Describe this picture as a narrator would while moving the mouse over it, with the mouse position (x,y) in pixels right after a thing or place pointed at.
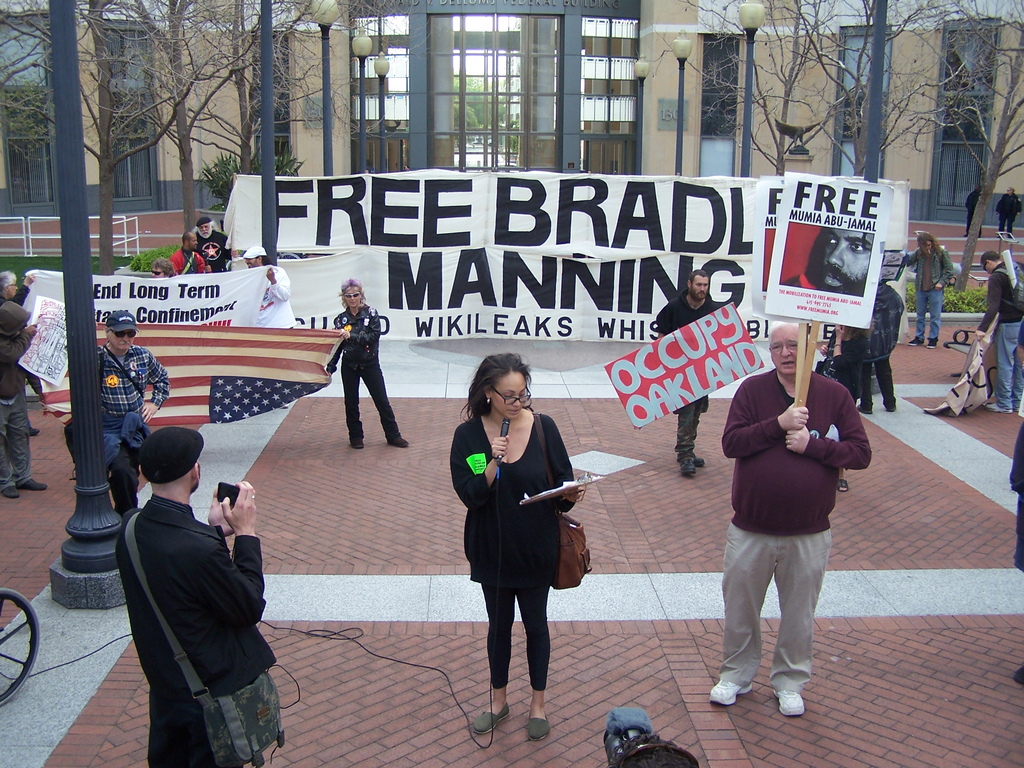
This picture is clicked outside. In the center (583,499) we can see the group of persons (194,263), banners (502,237) on which we can see the text (746,258) and some pictures (829,257) and we can see the flag (276,382) and some other objects (955,399) and we can see a woman (509,459) wearing black color dress (513,483), sling bag (566,558), holding some objects (502,433) and standing on the pavement (656,543). In the background (340,142) we can see the buildings (427,31), lamps (681,50), poles (67,235), plants (986,197), grass (125,264) and railings (117,243) and some other objects (976,361).
